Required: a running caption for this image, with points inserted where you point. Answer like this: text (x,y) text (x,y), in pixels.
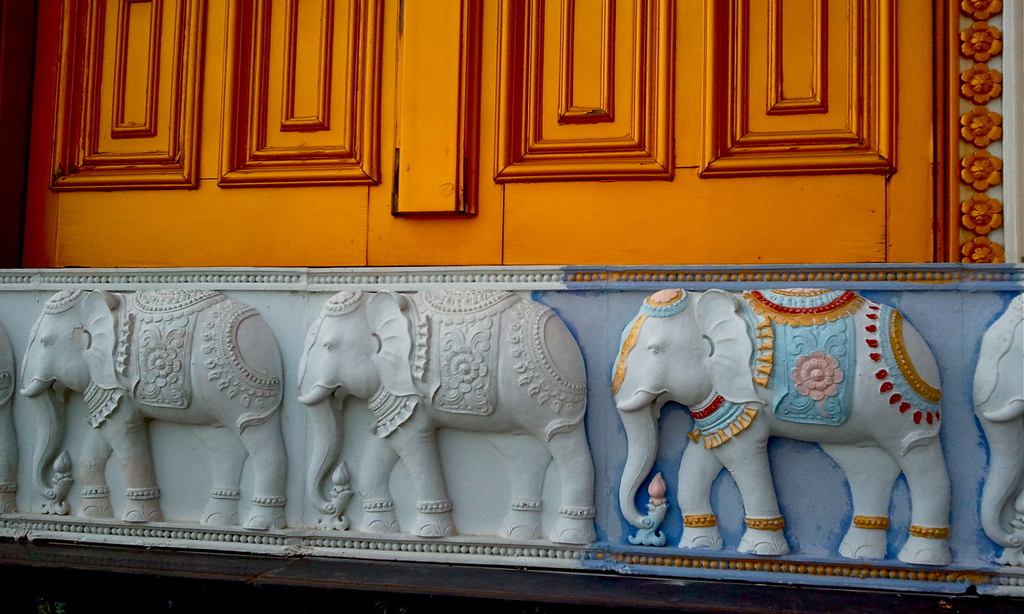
There is a brown color thing (465,108) looking like a door (735,121). On the side there some flower sculptures (989,124). Below that there are sculptures (340,389) of elephants (693,371). On the right side (748,340) the sculpture (749,340) is painted.
